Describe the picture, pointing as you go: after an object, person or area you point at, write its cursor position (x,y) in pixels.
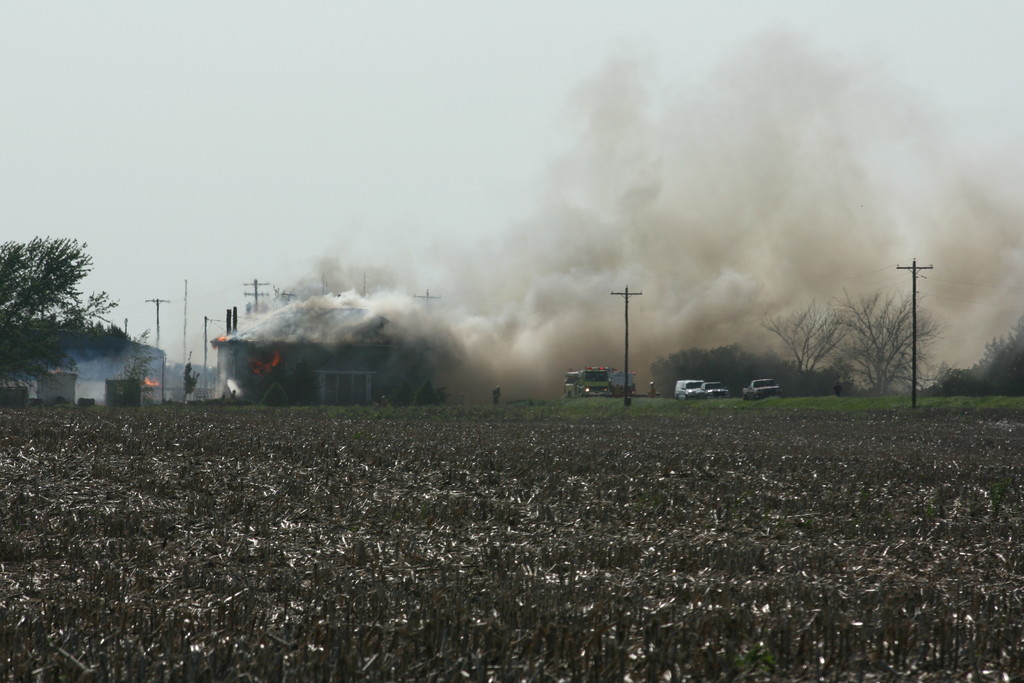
In this image there is dry grass (415,551) on the ground (411,523) in the center (423,445). In the background (692,394) there are cars (677,394), poles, trees (868,340), and there is smoke (609,285) and the sky (243,95) is cloudy.
